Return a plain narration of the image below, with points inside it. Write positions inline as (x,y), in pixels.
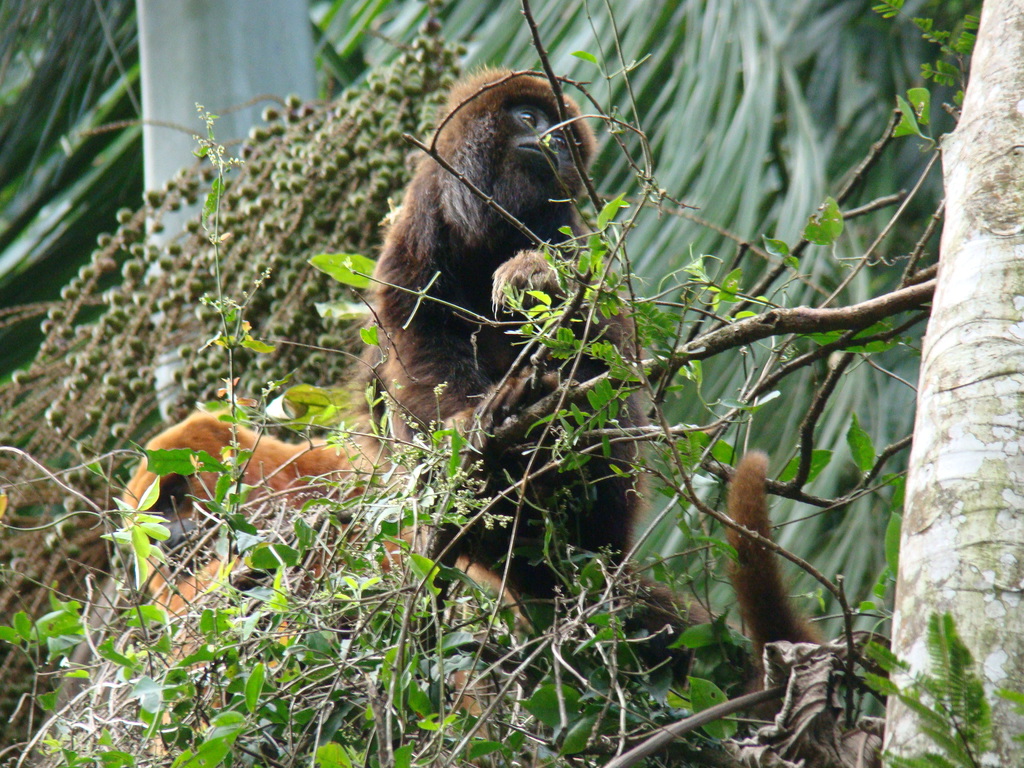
In this picture there are monkeys (630,582) in the center of the image (392,273), on a tree (547,251) and there are other trees (41,114) in the background area of the image (346,143).
